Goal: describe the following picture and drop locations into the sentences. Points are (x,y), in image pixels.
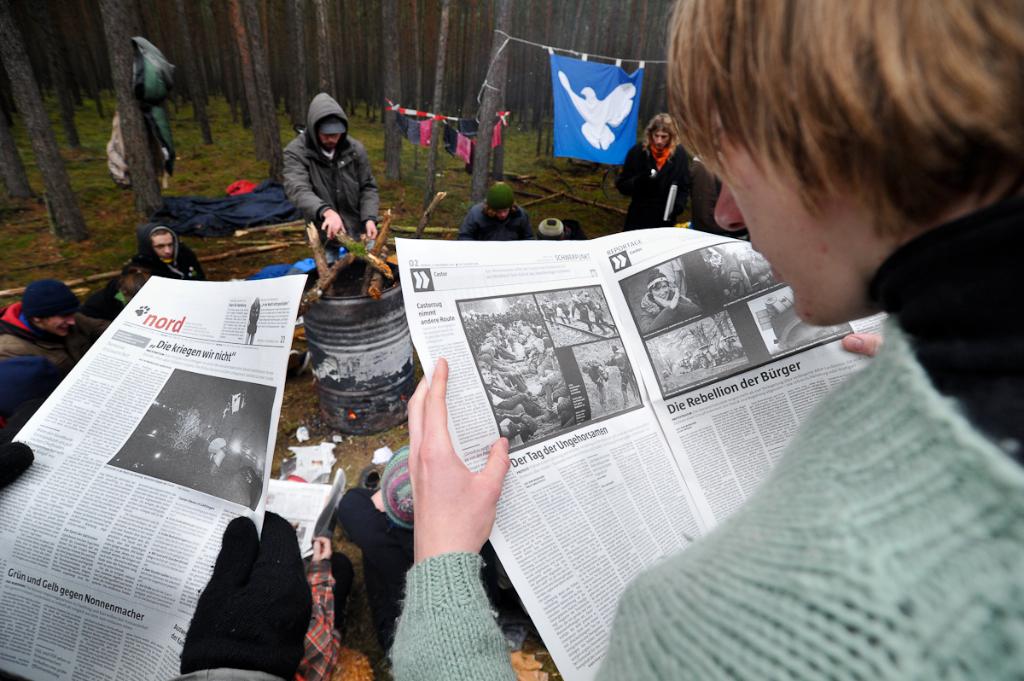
In this image we can see some persons (102,300), sticks (372,269) and some other objects (581,125). At the bottom of the image (707,483) there are some persons (877,491) reading newspapers (104,567). In the background of the image (220,66) there are some trees (506,95), plants (101,160) and some other objects (116,169).
